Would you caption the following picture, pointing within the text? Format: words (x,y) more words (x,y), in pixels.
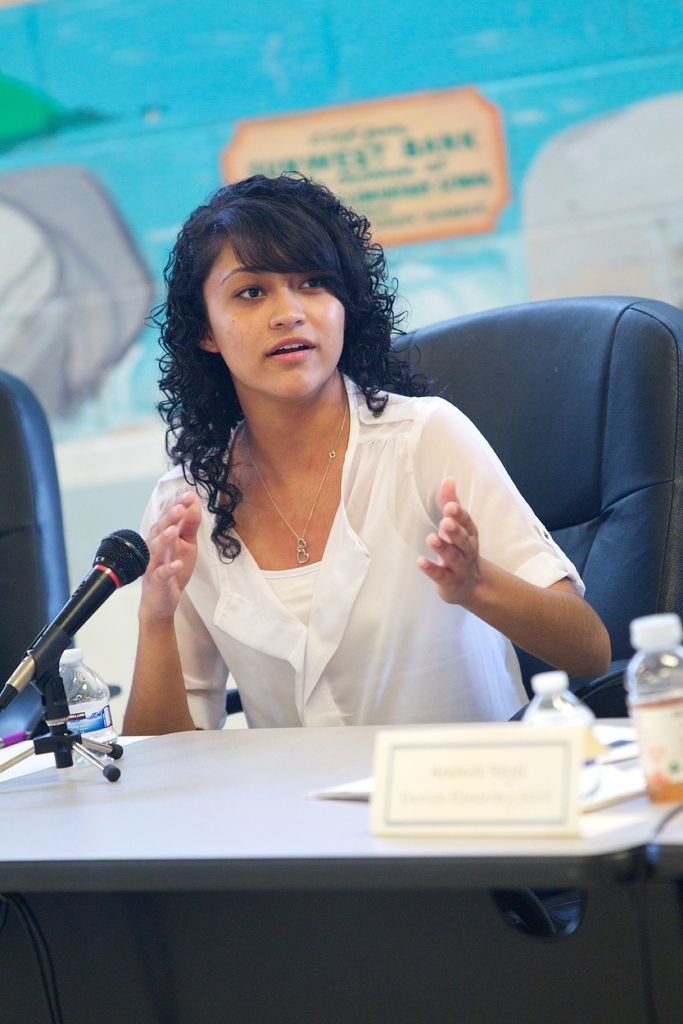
In this image I see a woman (158,495) who is sitting on the chair (626,460) and there is a table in front of her. I can also see that there are 3 bottles (659,722) and a mic (137,552).
